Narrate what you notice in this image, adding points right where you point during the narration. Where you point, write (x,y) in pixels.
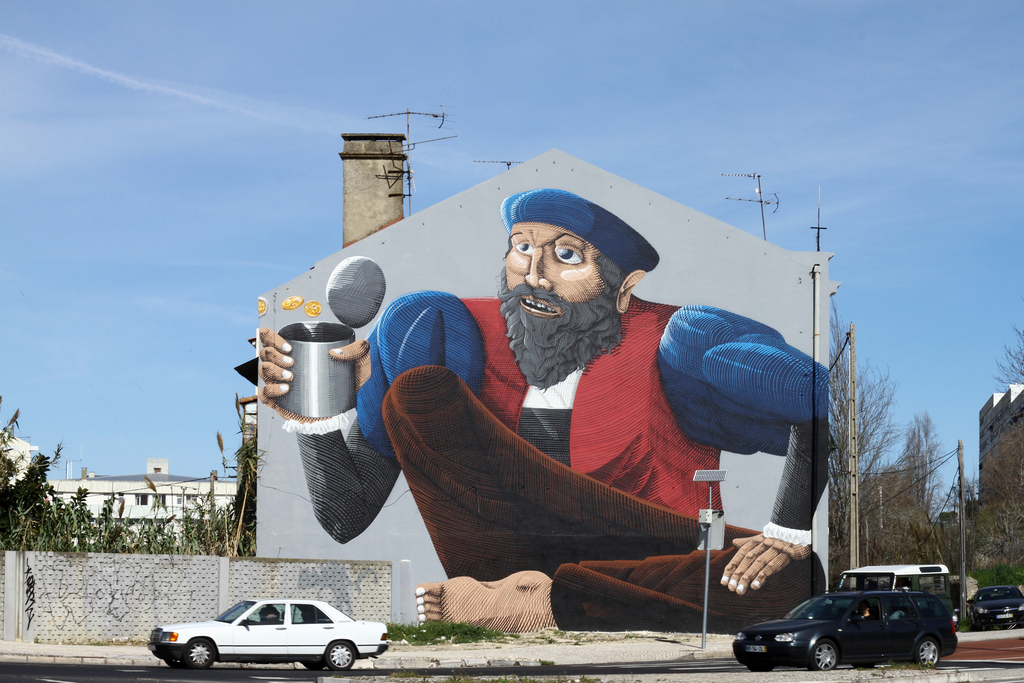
In this image we can see few vehicles (304,657) on the road (288,678) and there is a building (541,239) and we can see the painting (471,568) of a person (441,354) holding an object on the building wall (531,549). There are few buildings (141,509) in the background (118,502) and we can see some trees (41,527) and we can see the sky (326,122).
